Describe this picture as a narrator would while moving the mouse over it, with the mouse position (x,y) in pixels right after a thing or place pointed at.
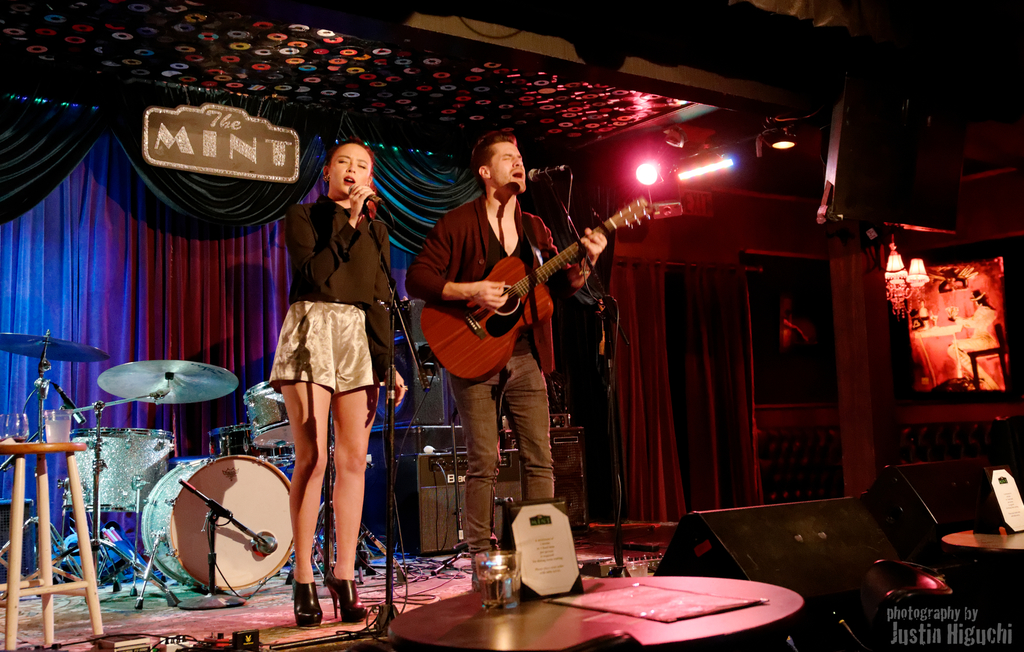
This picture describes about two people (374,270) the left side (322,367) woman (318,300) is singing with the help of microphone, and the right side man (451,257) is singing and playing guitar (512,341) in front of microphone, and also we can see some musical instruments (170,451) and some lights (644,166) in this image.
